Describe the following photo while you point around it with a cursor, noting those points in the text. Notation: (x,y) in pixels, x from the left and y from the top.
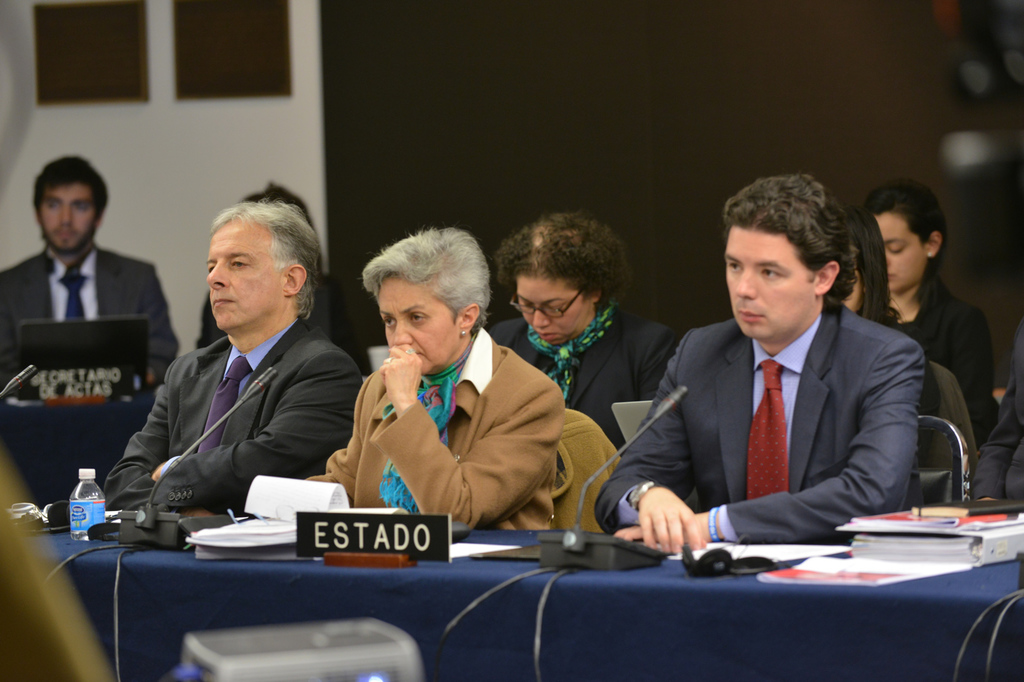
This picture is clicked inside. In the foreground (375,589) we can see a table (654,572) on the top of which microphones (559,546), water bottle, books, papers (331,499) and some other items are placed. In the center (551,349) we can see the group of people (475,324) sitting on the chairs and seems to be working on the laptops (115,363). In the background (297,156) there is a wall (392,162) and some other objects (91,433).
